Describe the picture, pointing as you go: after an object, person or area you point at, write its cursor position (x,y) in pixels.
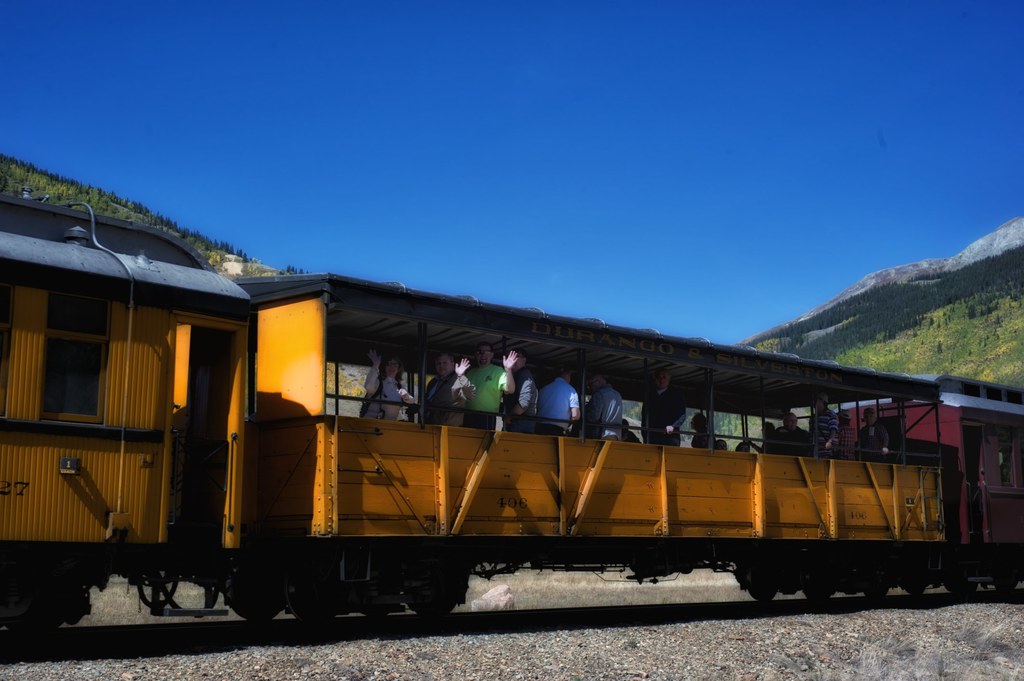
There is a train (526,480) on the track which is in yellow color and there are few people (554,428) in it and there are mountains (235,259) and trees (103,209) in the background (986,300) and the sky (491,97) is in blue color.
